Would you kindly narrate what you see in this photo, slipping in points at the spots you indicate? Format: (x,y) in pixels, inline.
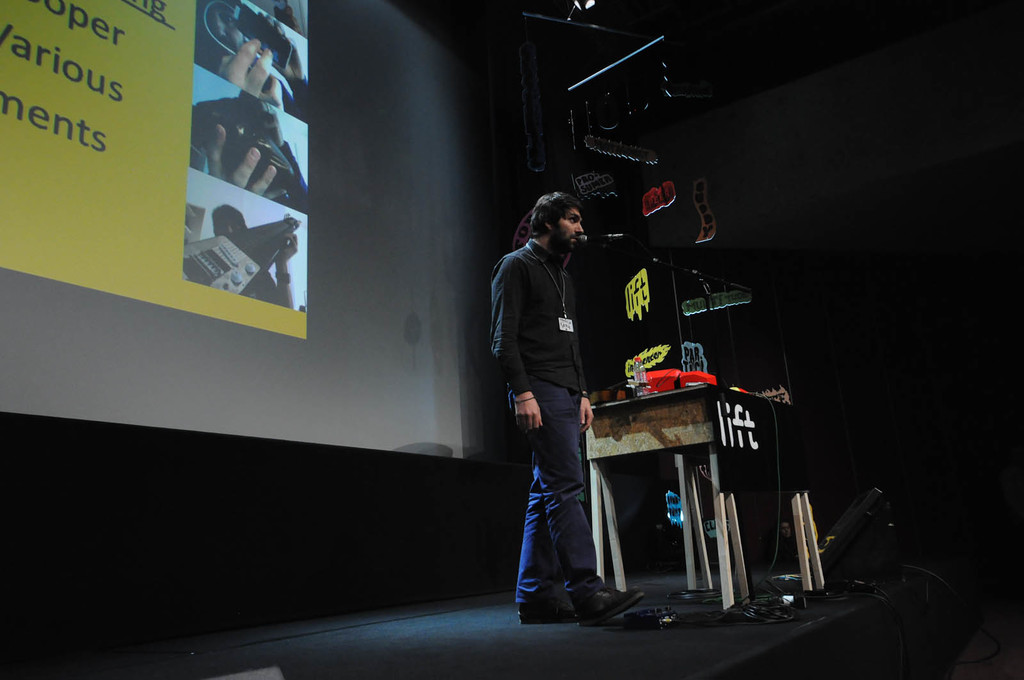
In this picture we can see a man (554,391), he is standing, in front of him we can see a microphone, and we can find a bottle (636,360) and few other things (659,383) on the table (630,445), in the background (436,371) we can see a projector screen (325,278), beside to him we can see few cables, speaker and few other things (614,113).
